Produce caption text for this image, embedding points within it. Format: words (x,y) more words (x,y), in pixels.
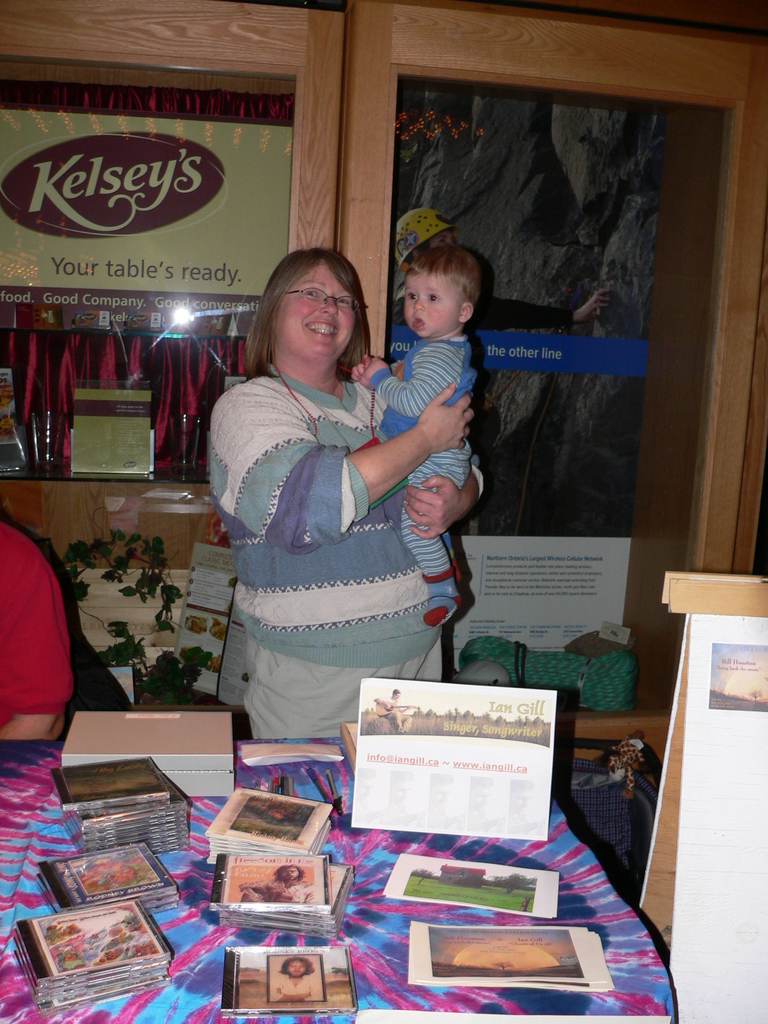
In this image I can see three people (251,614) with different color dresses (258,580). In-front of these people (345,499) there is a table (16,804). On the table (173,872) I can see many photos (263,957), cards (294,919) and boards (384,825). To the side there is a board (707,747). In the background (475,185) I can see the glass door (291,218).
